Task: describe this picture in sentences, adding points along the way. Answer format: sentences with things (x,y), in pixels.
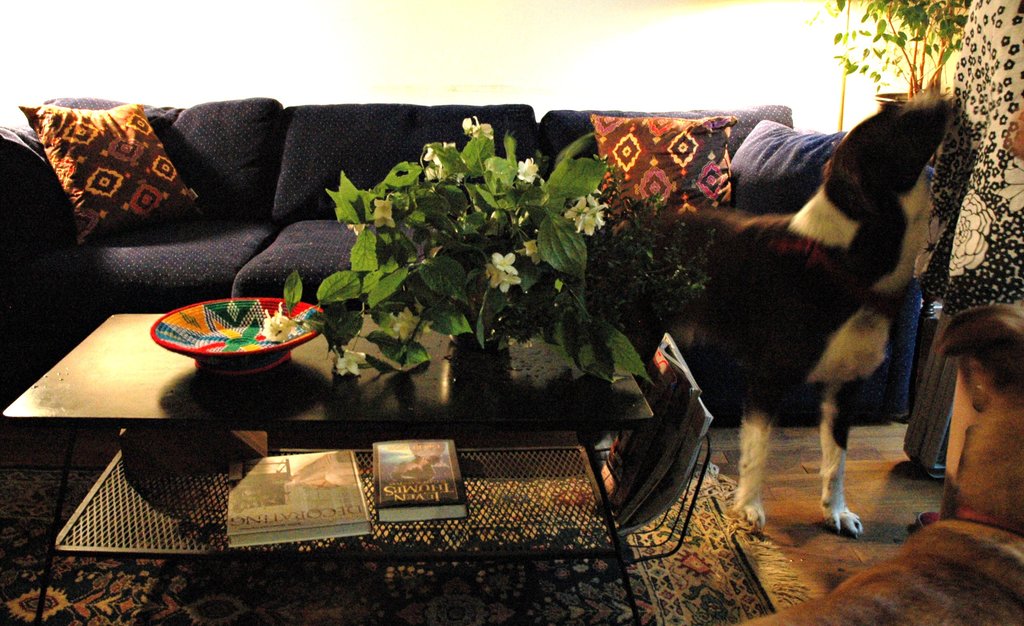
In this picture there is a flower pot (485,351) and a plant (432,326), colorful bowl (245,358), books (390,477) on the table (588,428). There is a dog (886,206). There is another flower pot (913,28) at the background (895,107). There is a sofa (299,165), pillow (100,182) carpet (87,475) and black and white cloth (982,254).
